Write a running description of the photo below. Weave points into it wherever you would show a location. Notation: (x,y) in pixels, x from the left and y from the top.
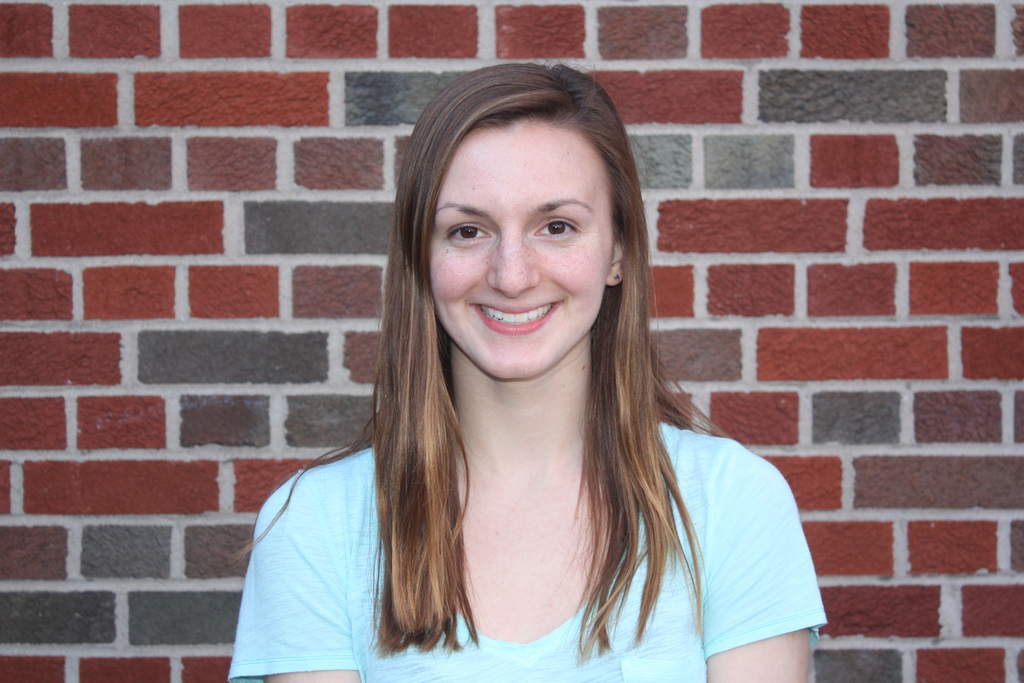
In this image we can see a woman (534,486) smiling and in the background (333,215), we can see the wall (431,87).
